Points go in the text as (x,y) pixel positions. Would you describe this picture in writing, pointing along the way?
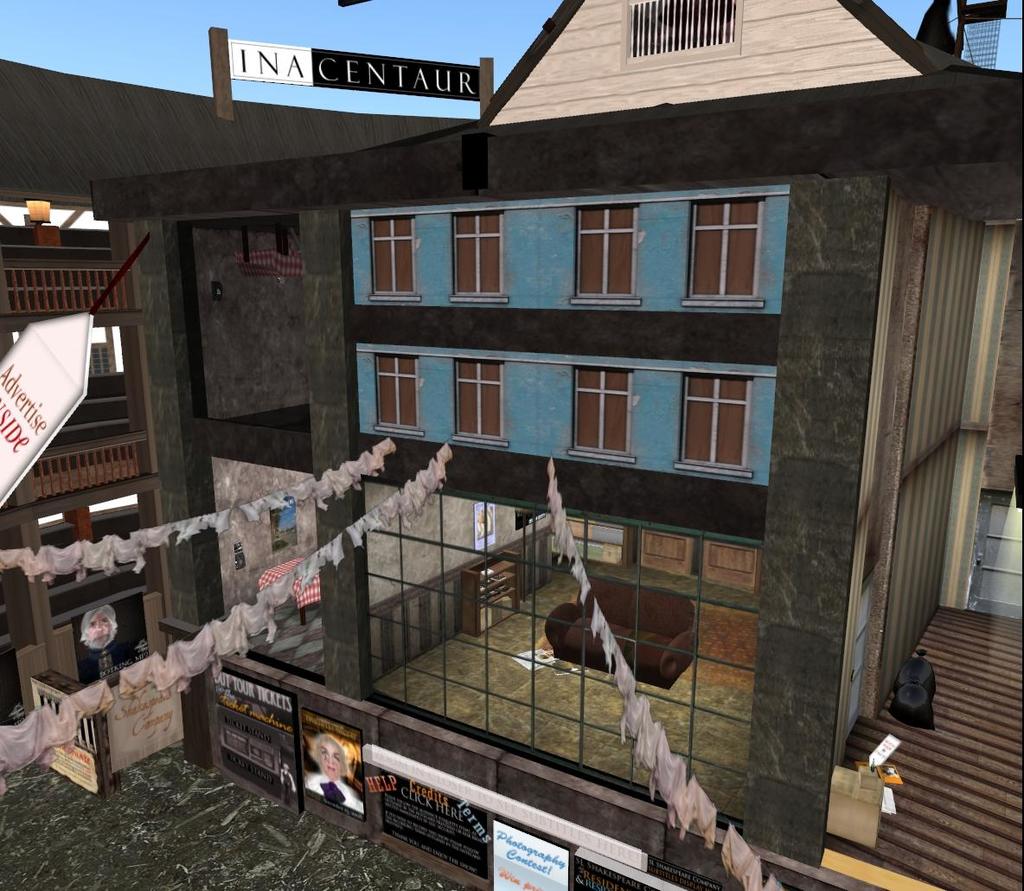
In this image I can see the depiction picture. In that picture I can see few buildings (663,207), number of boards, number of clothes (341,542) and on these boards (33,408) I can see something is written. On the top side of the image (210,61) I can see the sky (33,32) and on the bottom side of the image (655,599) I can see a sofa (679,629) and few other things (496,621) near it. On the bottom right side of the image (867,769) I can see a black color thing (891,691) and few other stuffs (880,781).
